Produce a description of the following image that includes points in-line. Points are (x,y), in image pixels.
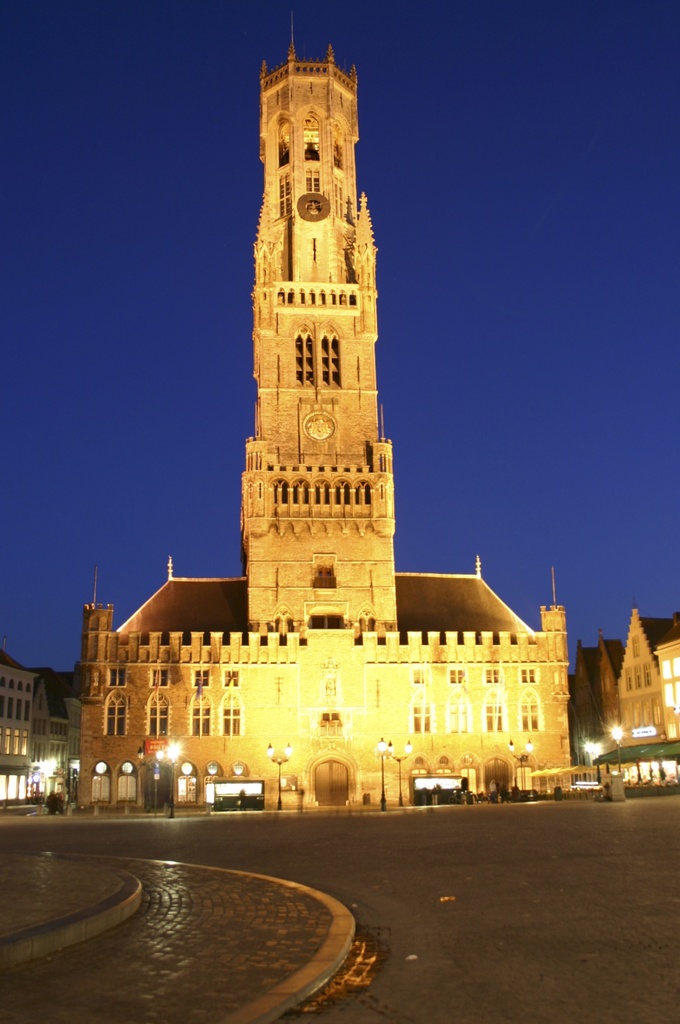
There is a road (461,868). In the back (17,787) there are street light poles (399,789), buildings (374,646) with windows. In the background (475,326) there is sky (152,329).
